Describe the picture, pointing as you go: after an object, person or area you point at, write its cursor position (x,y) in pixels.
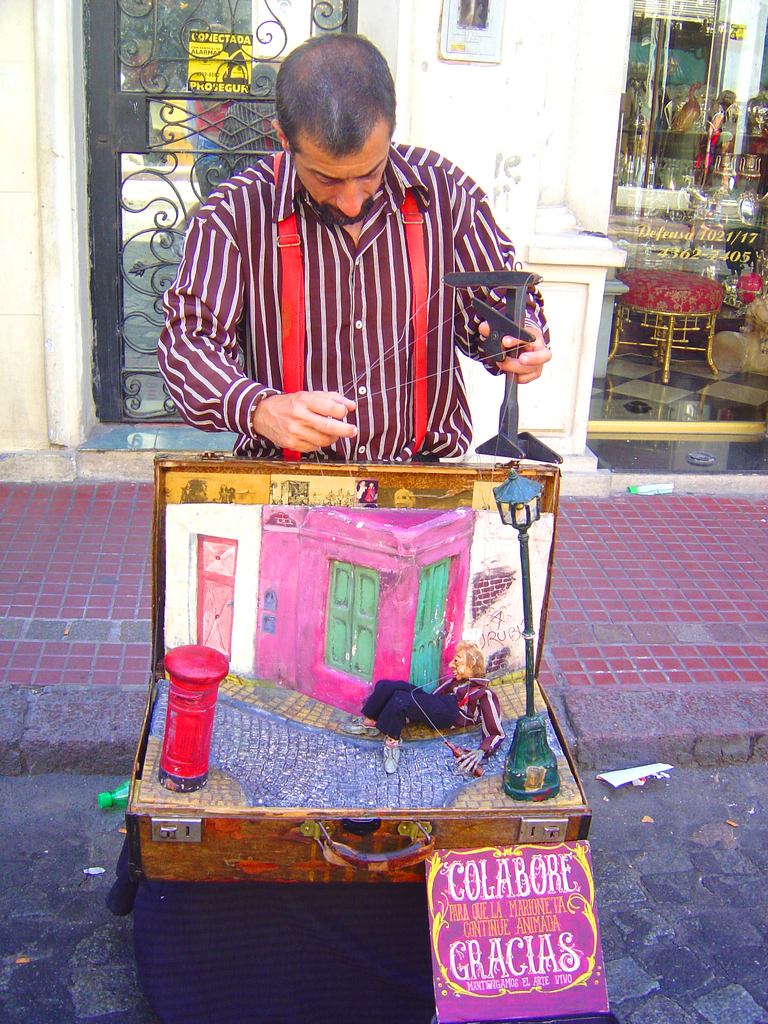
In this image I can see a person (305,409) standing and holding puppet strings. I can see few objects (325,754) and pink board (510,875). Back I can see building (518,80), glass window (754,109), gate (108,95) and some objects (682,210) inside. The wall (510,141) is in white color.
